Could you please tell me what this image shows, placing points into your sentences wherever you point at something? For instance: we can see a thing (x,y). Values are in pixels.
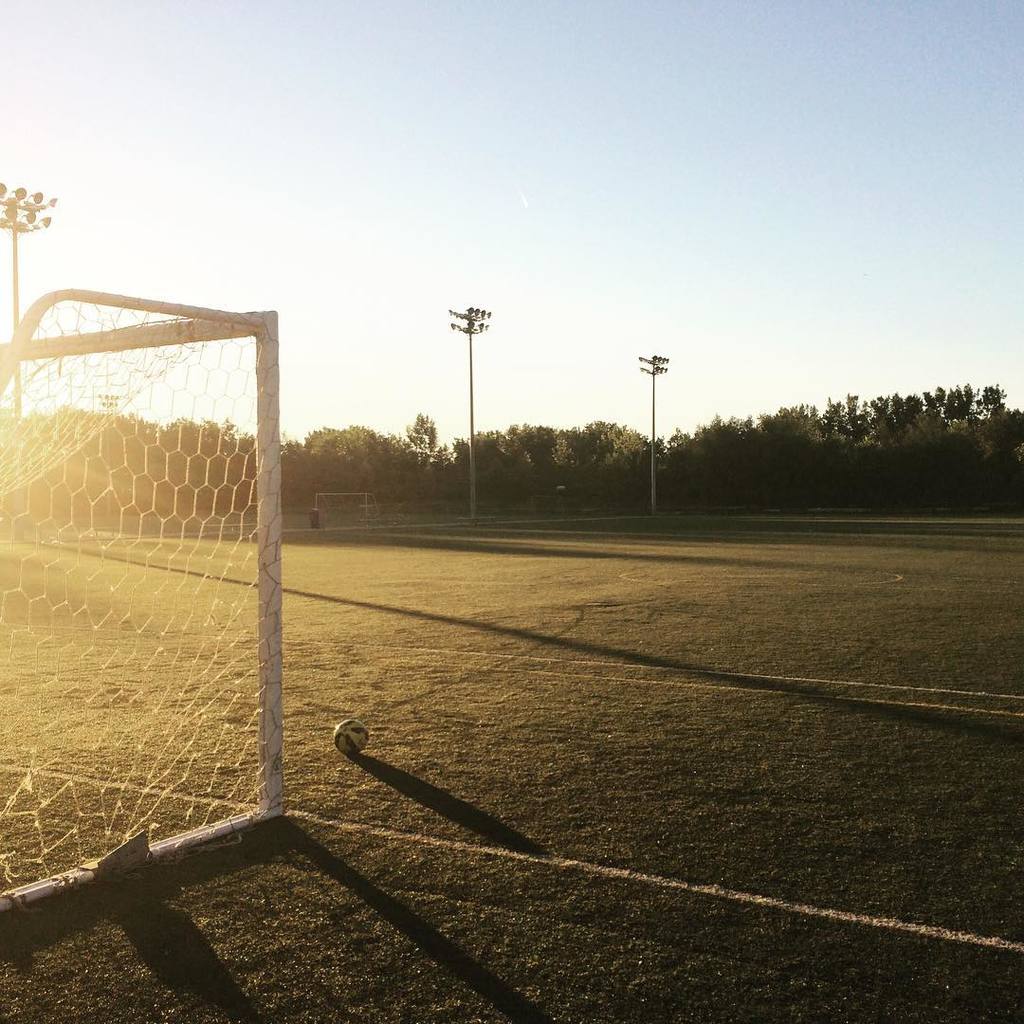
In this image I can see a net (242,624) attached to the pole (269,625). I can also see a ball (353,743). Background (346,464) I can see few light poles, trees (525,486) in green color and the sky (575,216) is in white and blue color.
